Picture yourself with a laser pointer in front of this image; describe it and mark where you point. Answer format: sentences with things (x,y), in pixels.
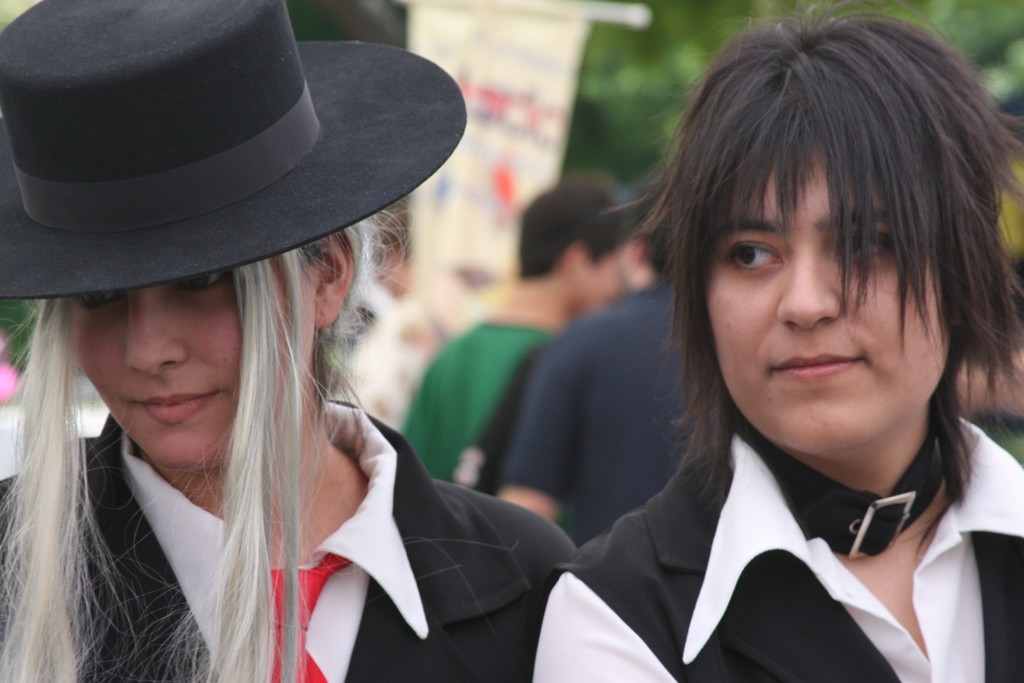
In the foreground of this picture (212,324) we can see the two persons (348,485) wearing white color shirts (789,526) and we can see a black color hat (321,136). In the background (620,350) we can see the group of persons (653,385), trees (603,65) and some other objects (443,232).
